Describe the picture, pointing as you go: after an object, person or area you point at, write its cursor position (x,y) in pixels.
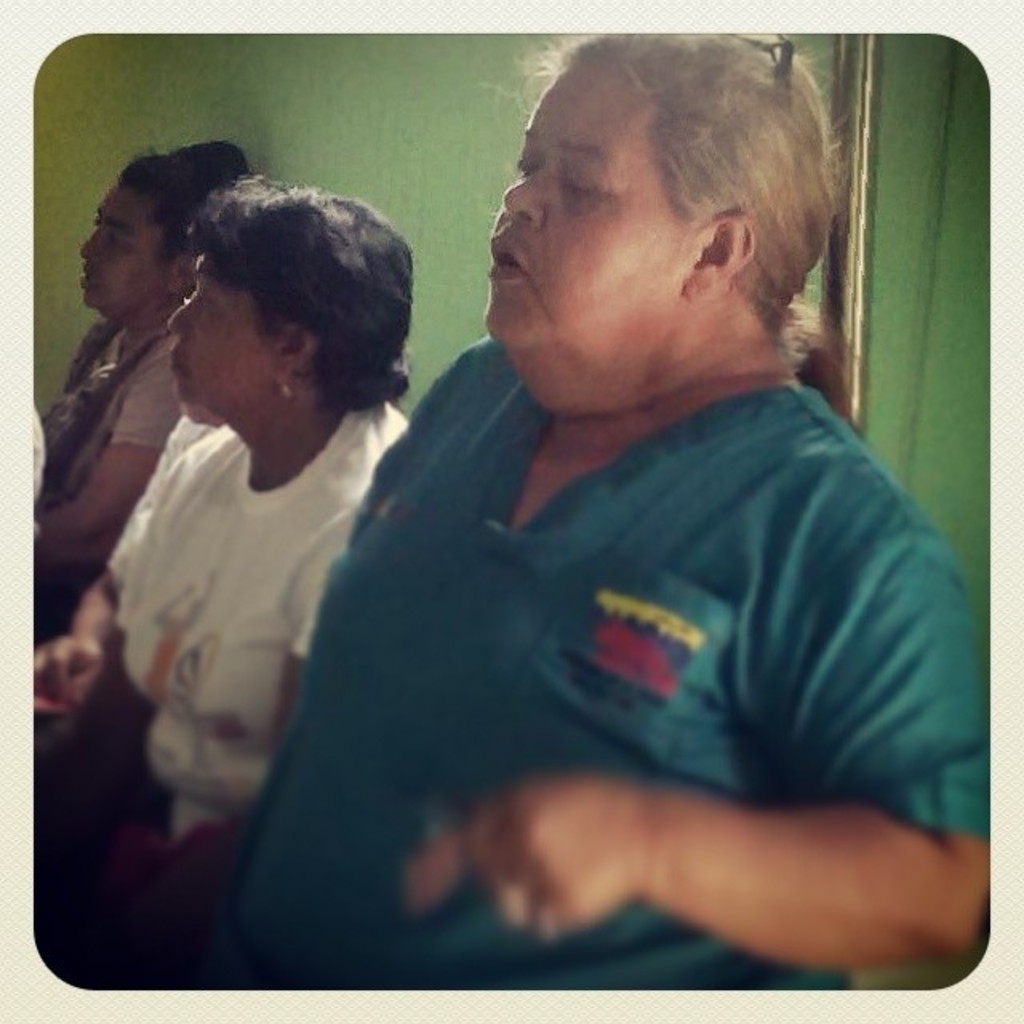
In this picture I can see there are three women (322,513) and the women (597,668) on to right (718,689) is wearing a blue shirt (718,628) and the person (219,650) next to her is wearing a white shirt (246,561) and in the backdrop (327,85) I can see there is a green color wall (298,102).
